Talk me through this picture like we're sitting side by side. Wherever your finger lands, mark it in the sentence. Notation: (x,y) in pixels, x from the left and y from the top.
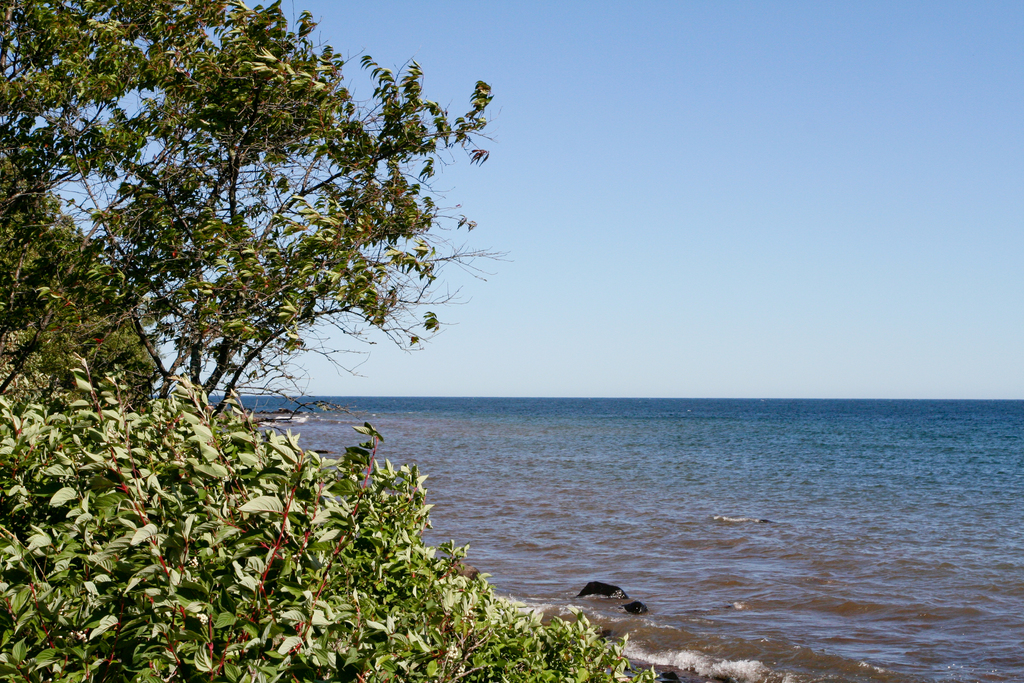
On the left side of the image (247,377) there are trees (229,283) with branches (182,274) and leaves (398,597). On the right side of the image (961,436) there is water (584,433). At the top of the image (596,72) there is sky (596,72).
